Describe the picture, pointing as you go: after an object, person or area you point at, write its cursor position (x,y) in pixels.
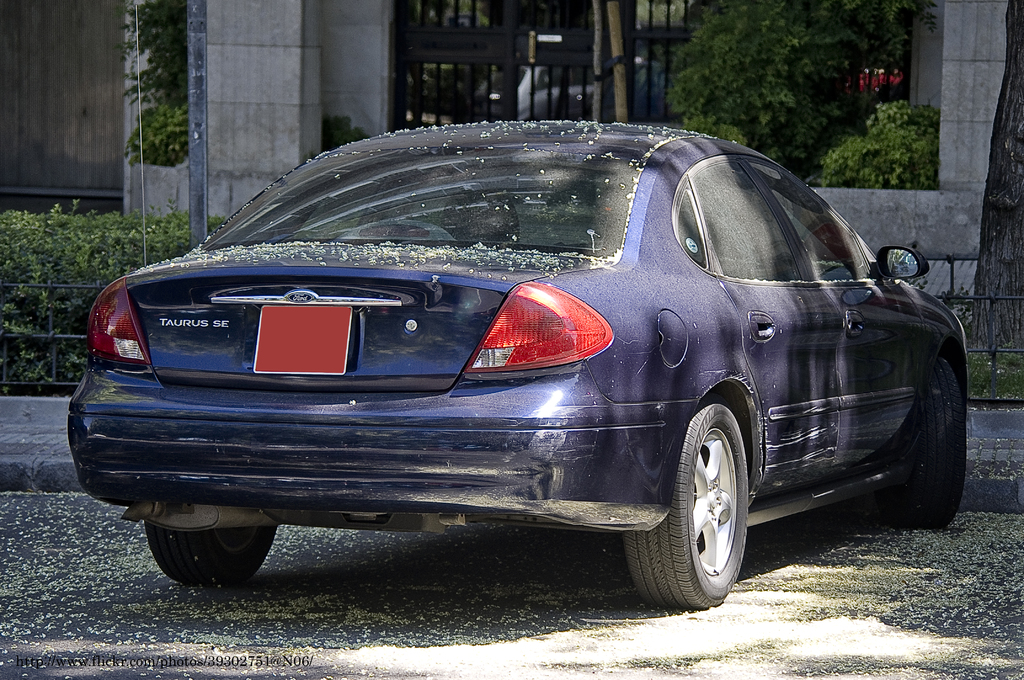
There is a car (497,168) parked in front of a building (624,3) and there are some dry flowers (442,124) on the car (493,135) and in front of the car (727,152) there are some small plants (933,146) and a tree (996,207).
